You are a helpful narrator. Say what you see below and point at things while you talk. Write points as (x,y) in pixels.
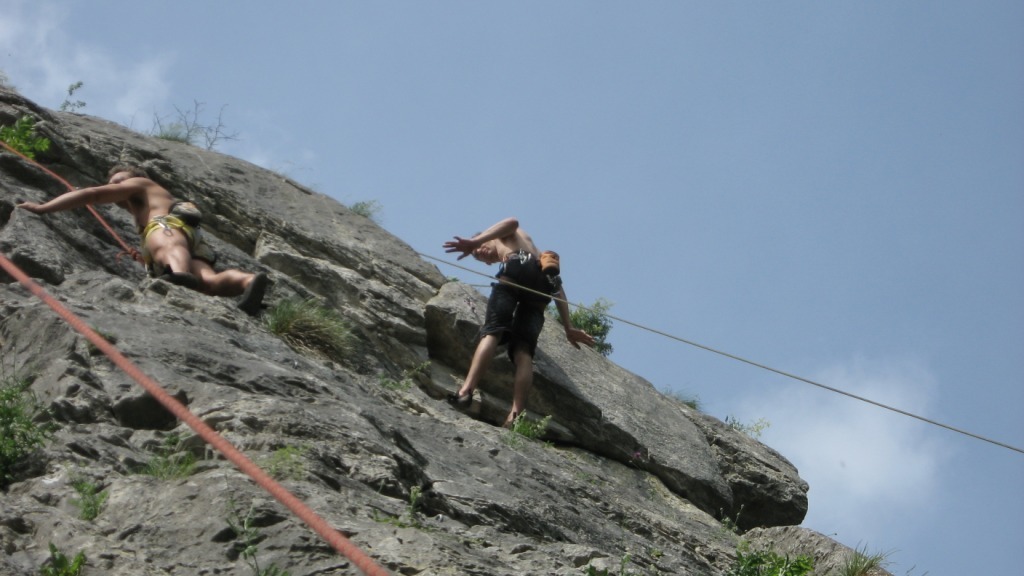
This image consists of two men (178,243) climbing rocks (315,265). There are ropes (310,510) in red color. At the bottom (418,467), there is a rock (710,474). At the top (637,136), there is a sky (638,171).
